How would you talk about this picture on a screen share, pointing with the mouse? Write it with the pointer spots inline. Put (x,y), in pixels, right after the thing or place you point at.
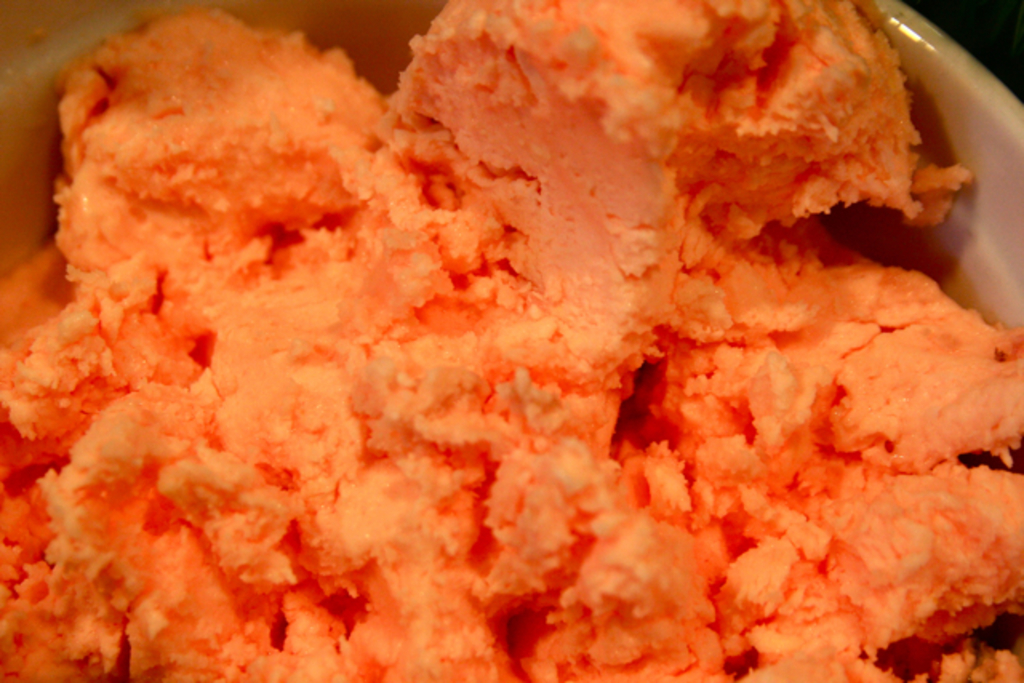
In this image there is a bowl (957,297) having ice cream (723,378).
